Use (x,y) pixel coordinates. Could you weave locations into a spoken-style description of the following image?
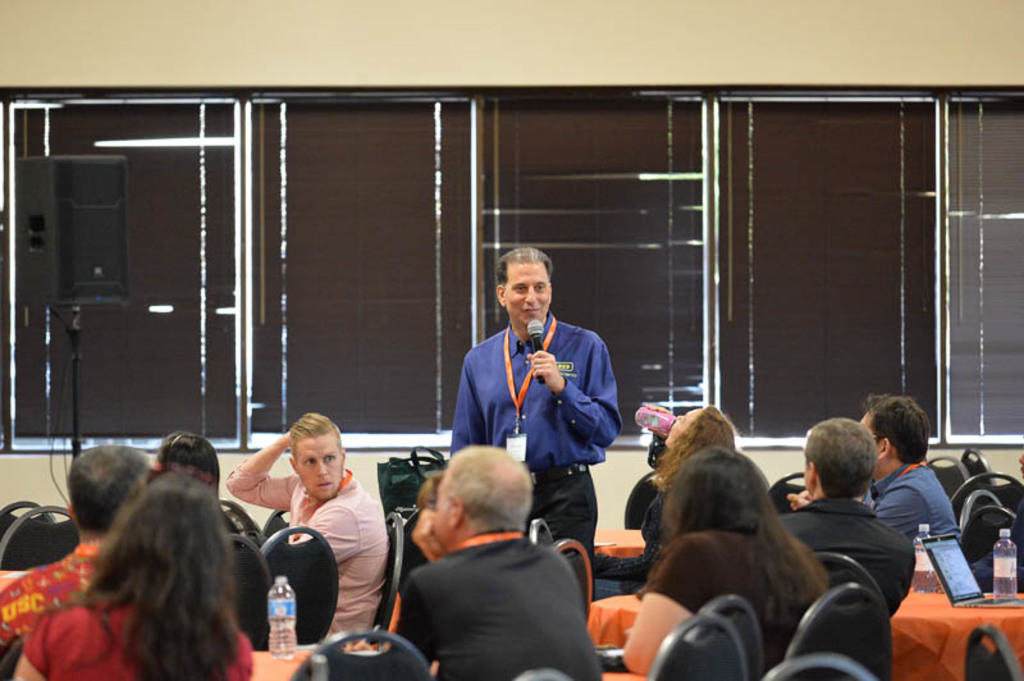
In this image there are group of persons (614,586) sitting on the chairs (334,596), there are tables (998,624), there is water bottles (995,564) on the table (920,641), there is a laptop (945,570) on the table (929,651), there is a person (529,377) standing and holding a microphone (540,329), there is a bag (419,466), there is a speaker (62,171) on the stand (80,369), there are wires (63,495), there are windows (49,349) behind the persons (560,446), there is the wall (427,55) behind the persons (85,460).
